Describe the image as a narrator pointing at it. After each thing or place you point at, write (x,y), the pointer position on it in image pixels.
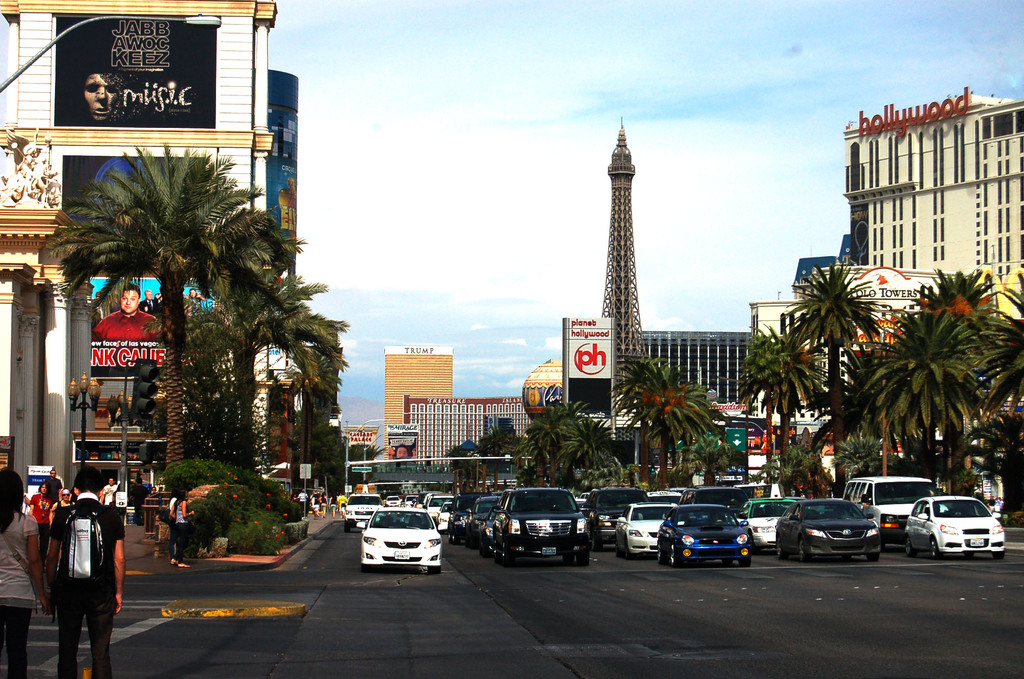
This picture is taken outside. At the bottom right (753,567) there is a road (584,568). On the road (644,588), there are vehicles (560,553) with different colors. On either side of the road (670,579) there are trees (610,451). At the bottom left (20,596), there is a man (106,580) and a woman (32,554). Man (77,632) is wearing a bag (78,537). Before them are buildings (63,369) and signal lights (140,391). In the background (648,315) there are buildings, tower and sky (637,215) with clouds (420,172).
